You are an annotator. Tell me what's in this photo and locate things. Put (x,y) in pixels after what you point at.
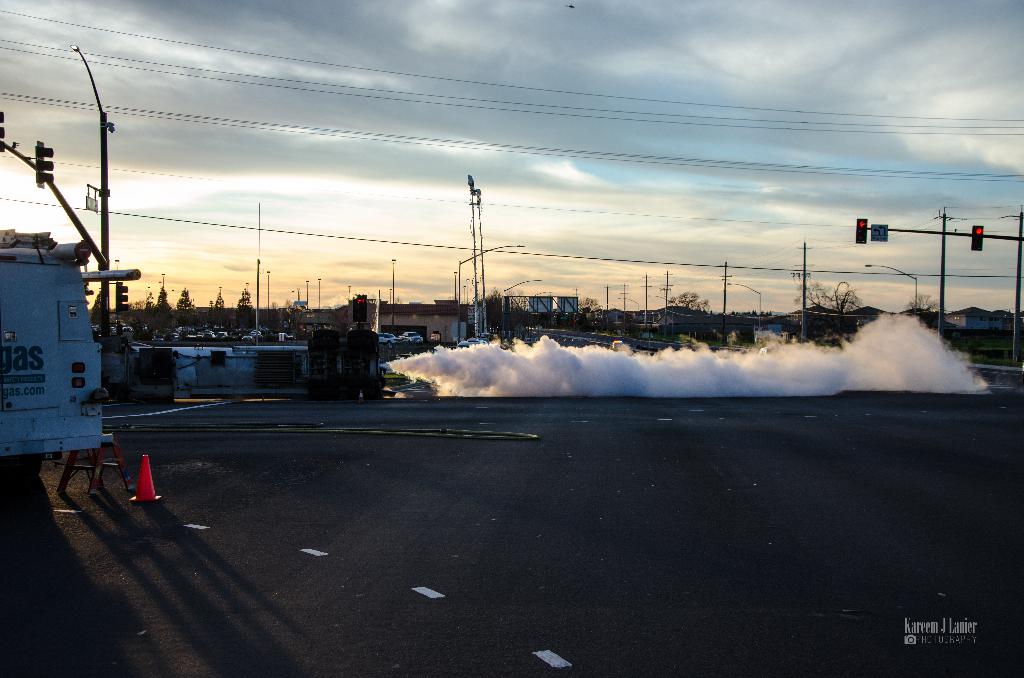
In this picture I can see vehicles (48,430) on the road (75,634), there is smoke (881,375), there is a cone bar barricade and a stool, there are poles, lights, cables (934,275), there are houses (427,310), trees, and in the background (660,69) there is the sky (796,97) and there is a watermark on the image.
